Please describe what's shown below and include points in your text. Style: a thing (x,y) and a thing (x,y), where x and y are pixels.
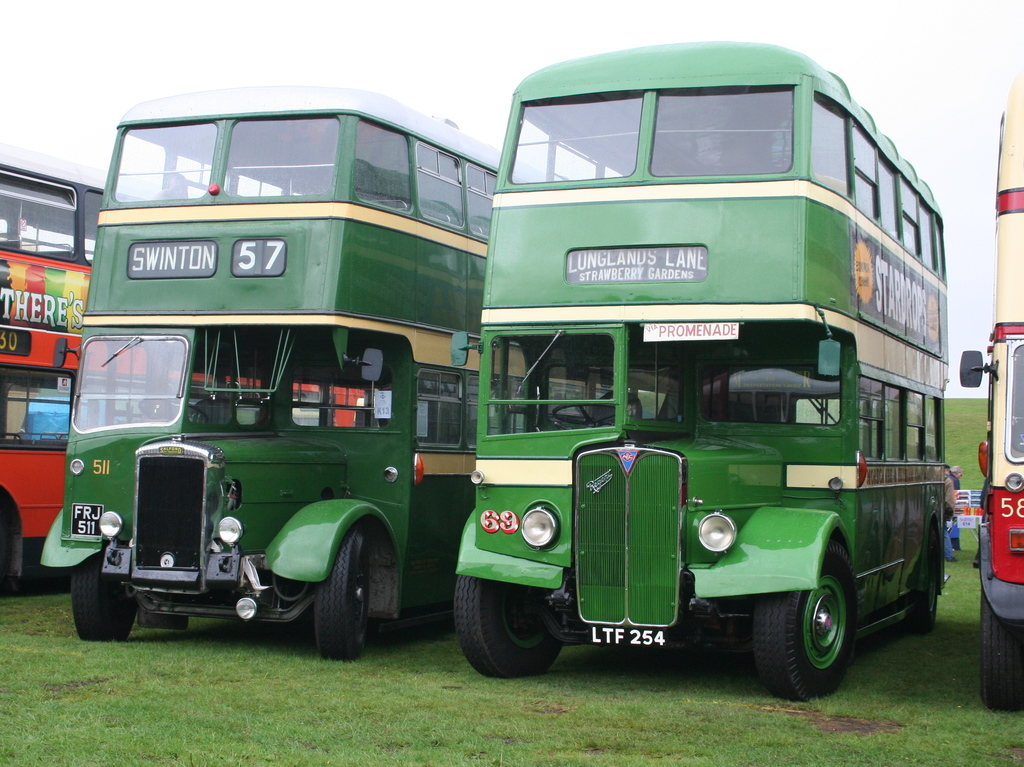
In this image, I can see three double-decker buses (272,277), which are parked. Here is the grass (496,713). These two buses (461,325) look green in color. In the background (946,506), I can see a person (954,510) standing. On the right side of the image (1006,419). I can see another double-decker bus (1013,362).
